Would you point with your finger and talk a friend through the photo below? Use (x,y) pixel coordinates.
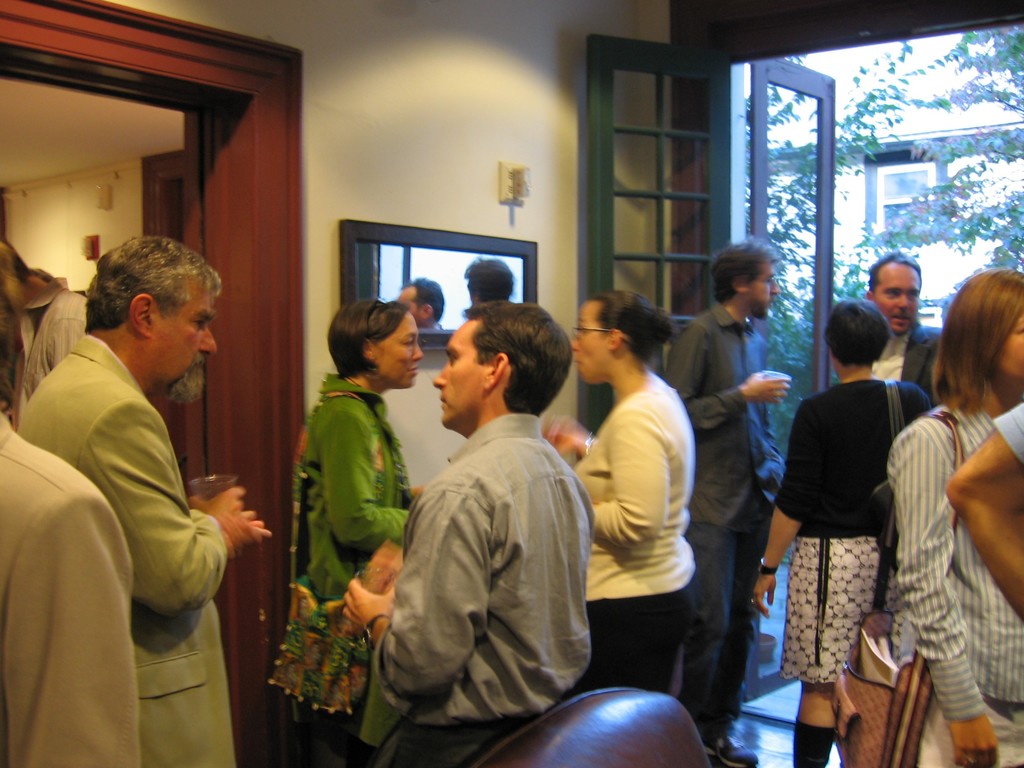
In this image, there are a few people (582,348). We can see the wall (354,146) with some objects (108,198) attached to it. We can also see a mirror (389,257) with the reflection (390,284). We can see some trees (962,152), a building (870,178). We can also see some doors (648,290). We can see an object (491,761) at the bottom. We can also see the ground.
